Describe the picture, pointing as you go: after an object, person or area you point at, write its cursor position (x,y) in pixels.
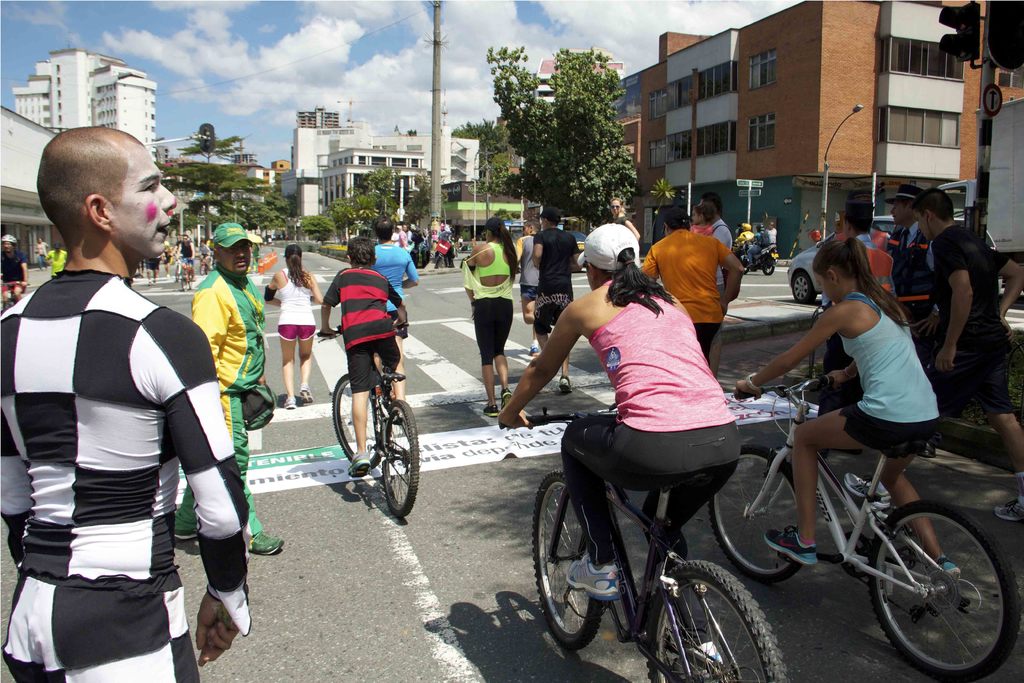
In this image I can see two women (677,405) and one boy (359,391) is riding bicycle (666,591). And a group of people (446,242) are standing near the pole (993,80). I can see a man (234,347) walking. At background (427,151) I can see tree (580,149), building (806,148), and some vehicles (760,264) are passing by the road (779,261). At the right corner of the image (984,57) I can see the traffic signal (969,60). At the top of the image (156,23) I can see the sky (143,21) and clouds (169,57).
